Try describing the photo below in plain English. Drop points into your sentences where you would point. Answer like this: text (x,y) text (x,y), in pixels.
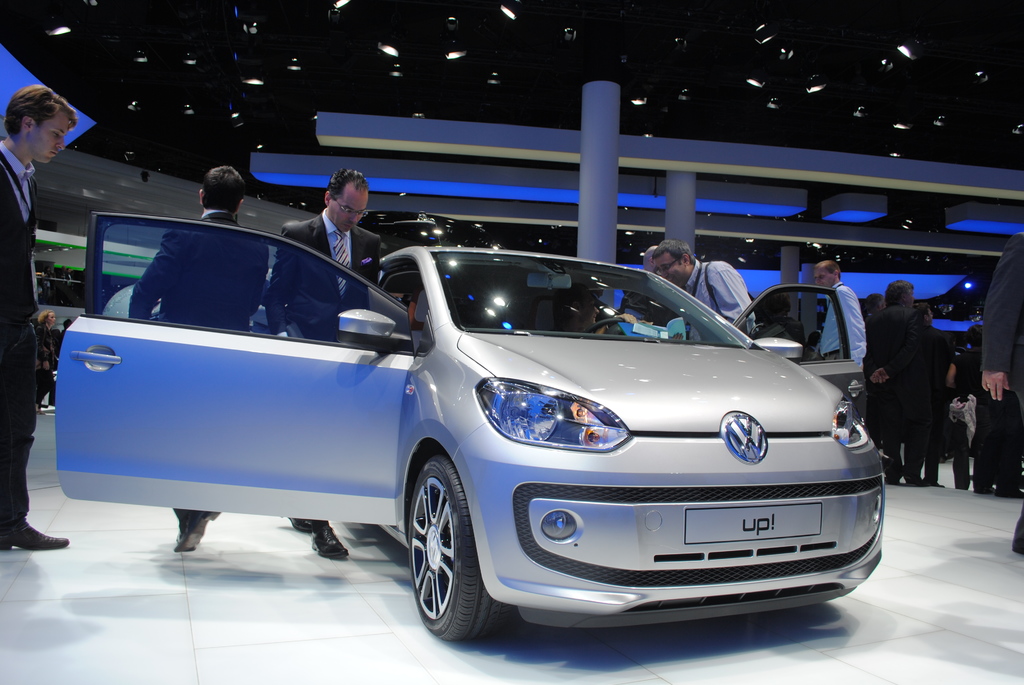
In this image we can see a car (326,270). There are many lights (764,38) in the image. There are many people (909,436) in the image. There are some reflections (472,294) on the car (609,308).
